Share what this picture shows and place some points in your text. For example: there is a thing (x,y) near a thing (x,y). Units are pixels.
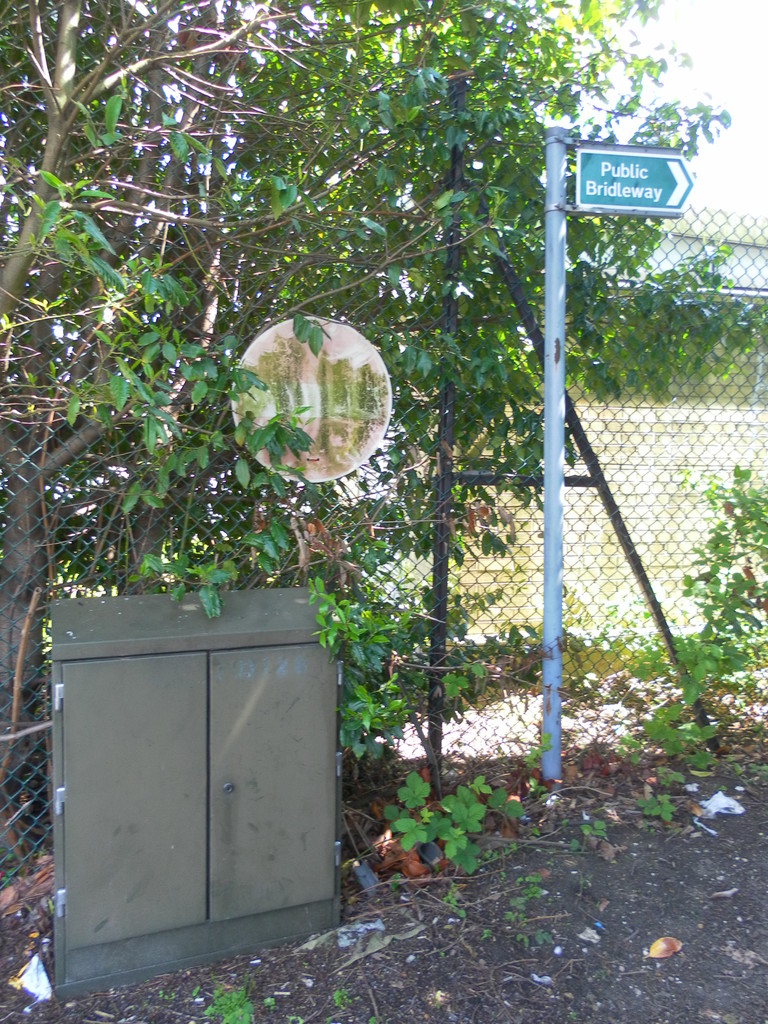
In this picture I can see a board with a pole (551,157), there is a box (281,760) with doors (336,664), there are plants (352,676), trees (68,10), wire fence (583,244), and in the background (741,119) there is sky (741,67).
